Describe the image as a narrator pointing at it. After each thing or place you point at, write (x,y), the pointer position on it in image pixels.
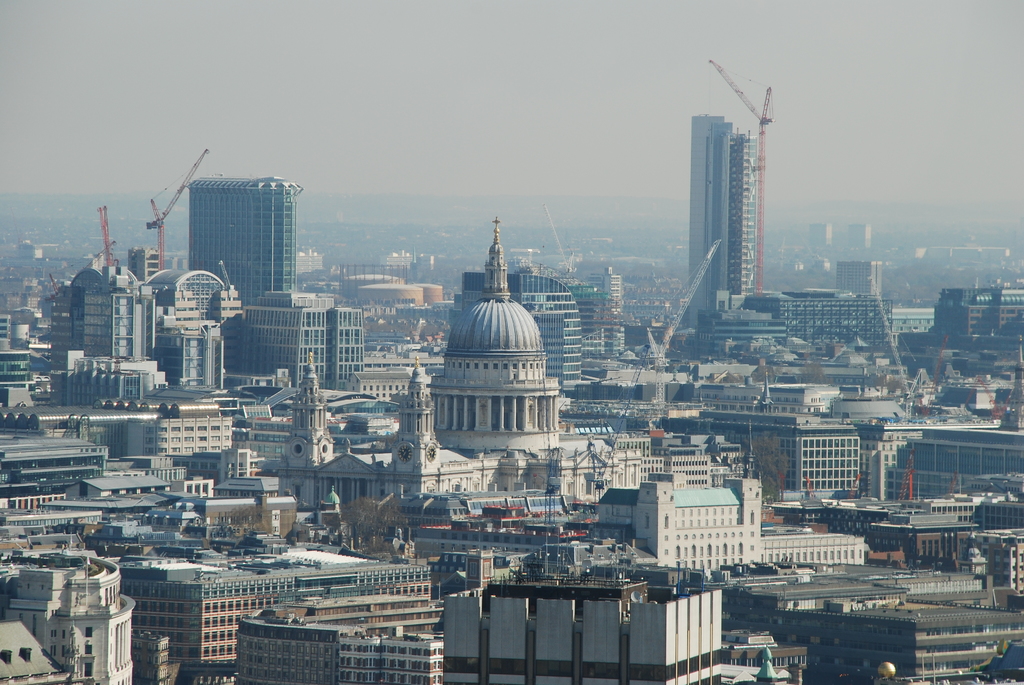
This is an aerial view of the buildings (864,474) which have many glass windows (558,368) and we also observe two buildings (724,175) which are under construction. In the background (99,218) we observe fog (97,227) on the buildings (236,194).
